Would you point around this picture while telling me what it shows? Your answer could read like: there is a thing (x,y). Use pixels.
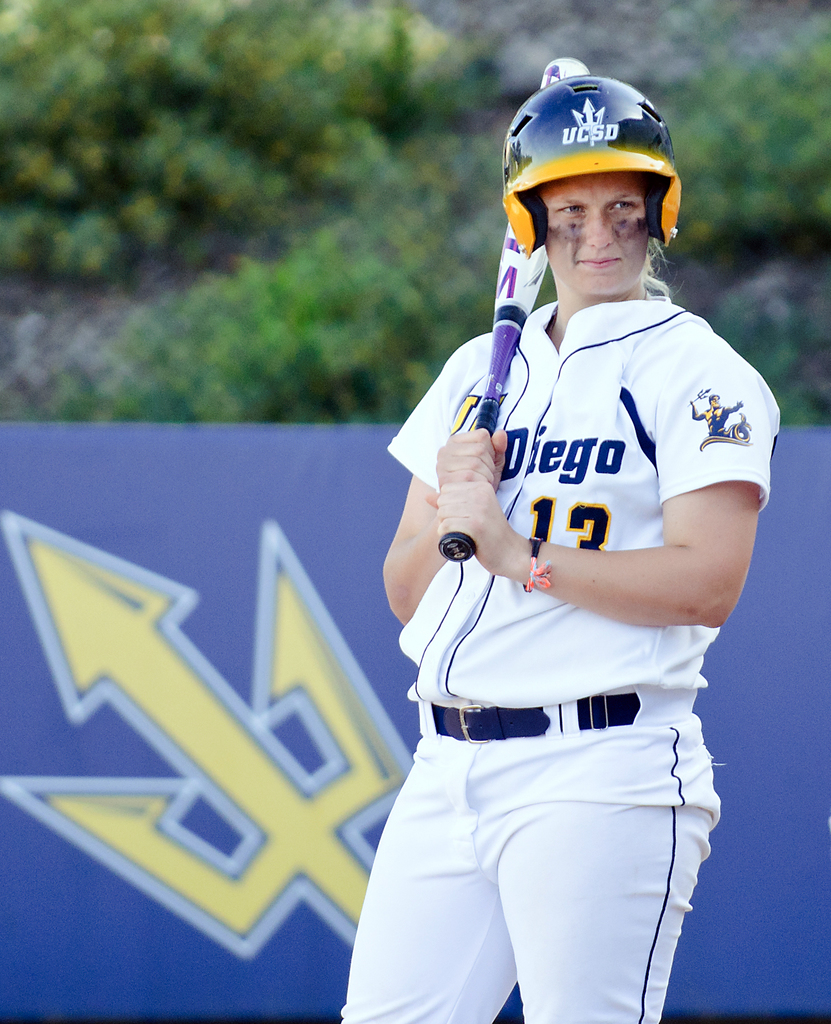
In this image we can see a person (597,482) wearing a sports dress (701,725) and holding a baseball bat (503,388) and we can see a board (363,600) and there are some trees (379,38) and in the background (53,591) the image is blurred.
